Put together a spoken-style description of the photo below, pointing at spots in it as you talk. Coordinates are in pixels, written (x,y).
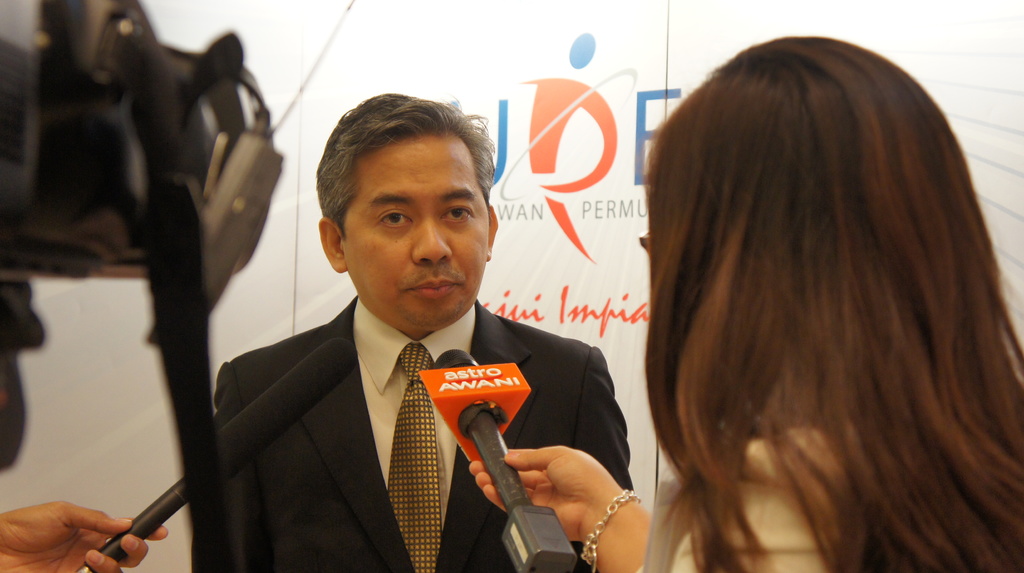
On the left side (127,215), there is a camera (30,108) and a hand (55,508) of a person (1,551) holding this microphone (332,359). On the right side (860,504), there is a woman (787,465) holding a microphone (524,499). In front of her, there is a person (322,336) standing. In the background (592,158), there is a banner (599,152).
